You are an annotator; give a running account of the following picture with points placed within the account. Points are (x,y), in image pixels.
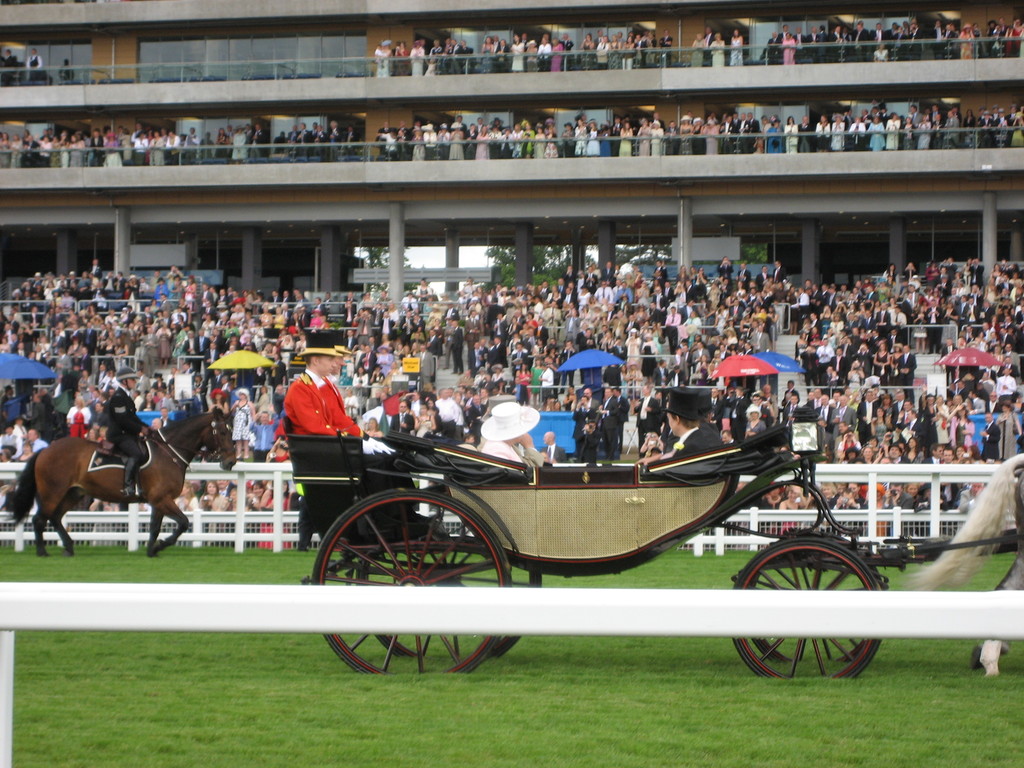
In this picture there are group of people (334,432) sitting in the cart (442,525). At the back (126,469) there is a person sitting and riding horse (146,449) and there are group of people (891,406) standing and there are umbrellas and trees (544,278). In the foreground (166,612) there is a railing (173,625). At the bottom (194,681) there is grass (647,712).
